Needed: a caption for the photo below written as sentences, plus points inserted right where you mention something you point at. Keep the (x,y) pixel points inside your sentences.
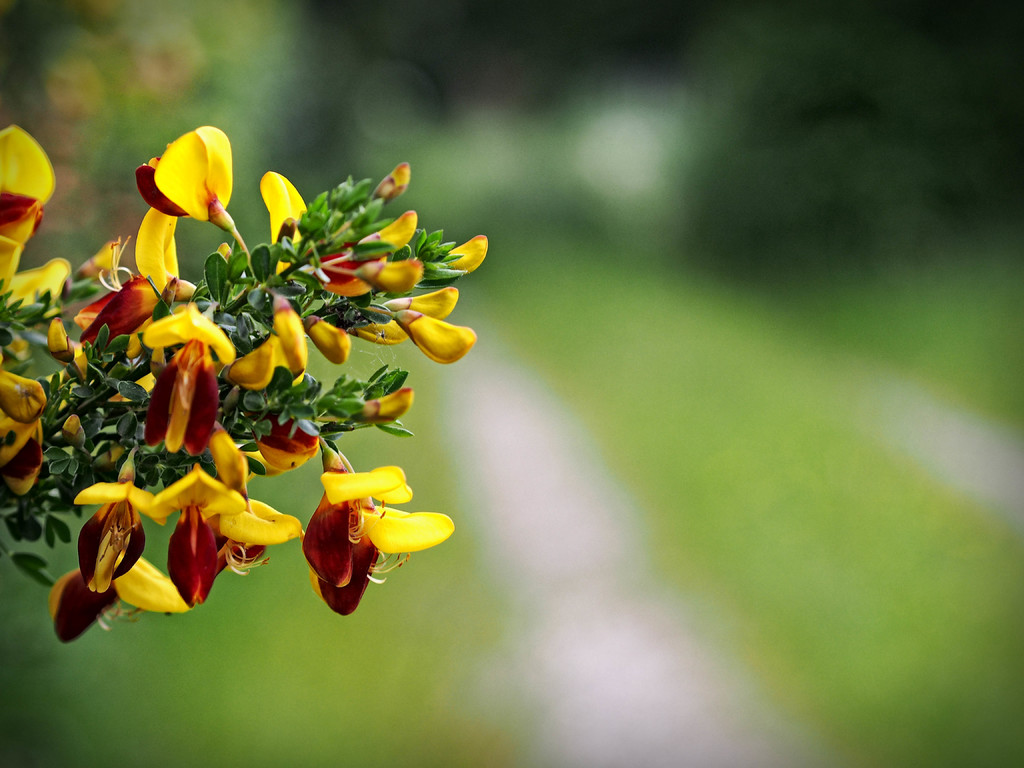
In this image we can see the stem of a plant (121,480) with some flowers (189,416) and leaves (234,311).
